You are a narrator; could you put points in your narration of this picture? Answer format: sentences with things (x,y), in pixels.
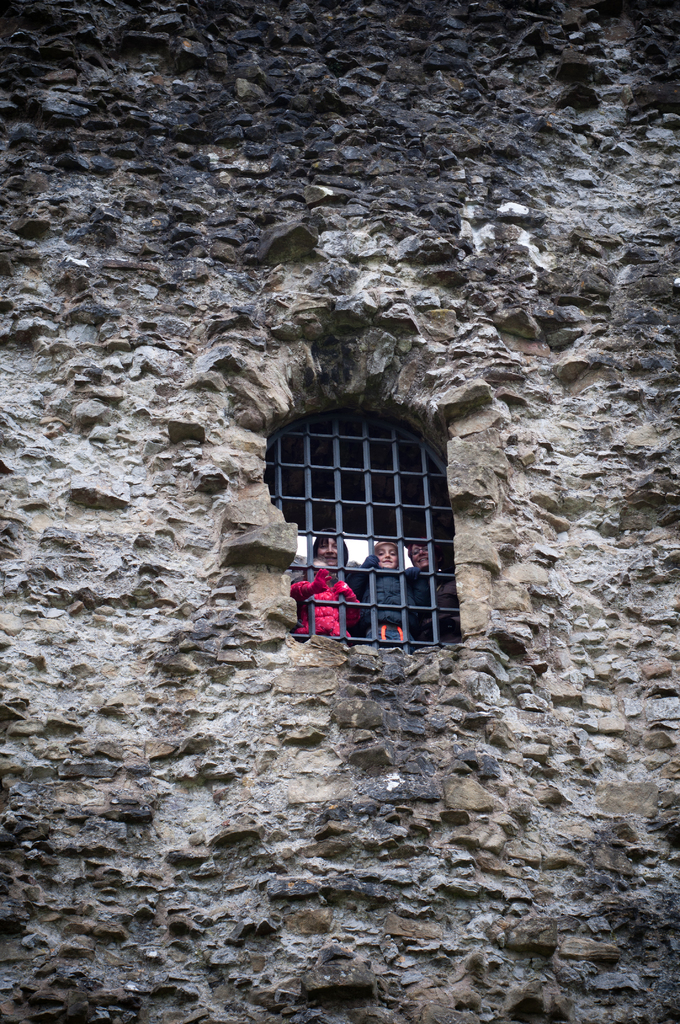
In this image there is a wall (308,804) and we can see people (422,559) through the grille (370,590).
